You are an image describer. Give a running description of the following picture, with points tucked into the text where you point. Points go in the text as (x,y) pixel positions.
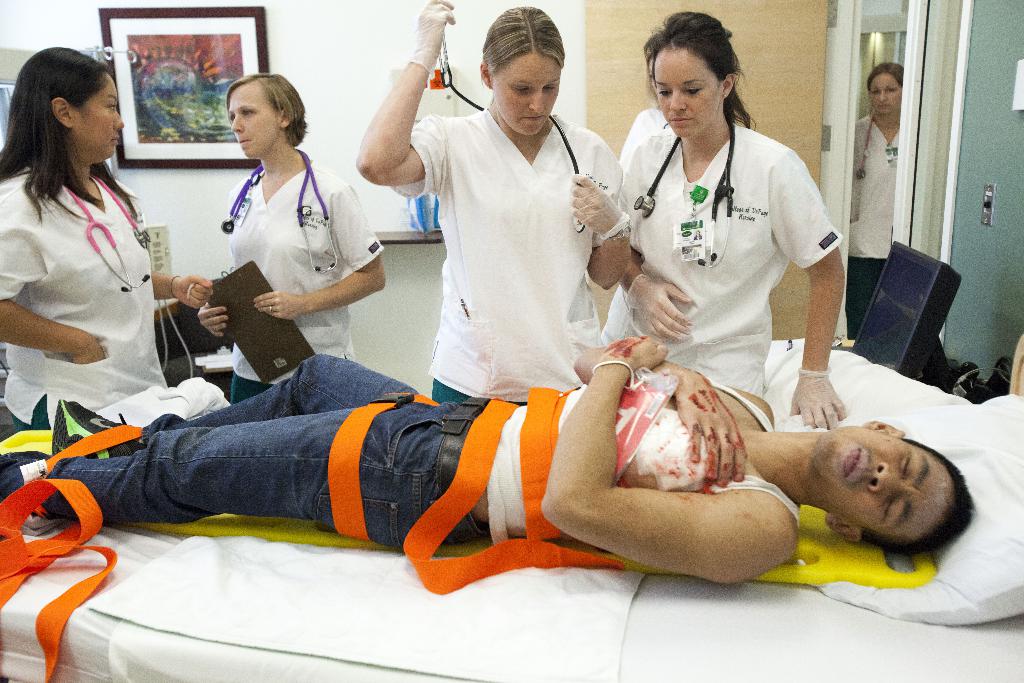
In this image we can see a person (179,439) lying on a bed (690,609). Also there is a pillow (975,548). And there are few other people (607,215). They are wearing gloves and stethoscopes (95,241). One lady (253,211) is holding a board (255,341). In the back (282,41) there is a wall (91,20) with photo frame (194,47). On the right side (905,301) there is a black color object (919,333). Also there is a door (787,131). And person (405,447) lying on the bed (171,545) is tied with belts (19,547).
